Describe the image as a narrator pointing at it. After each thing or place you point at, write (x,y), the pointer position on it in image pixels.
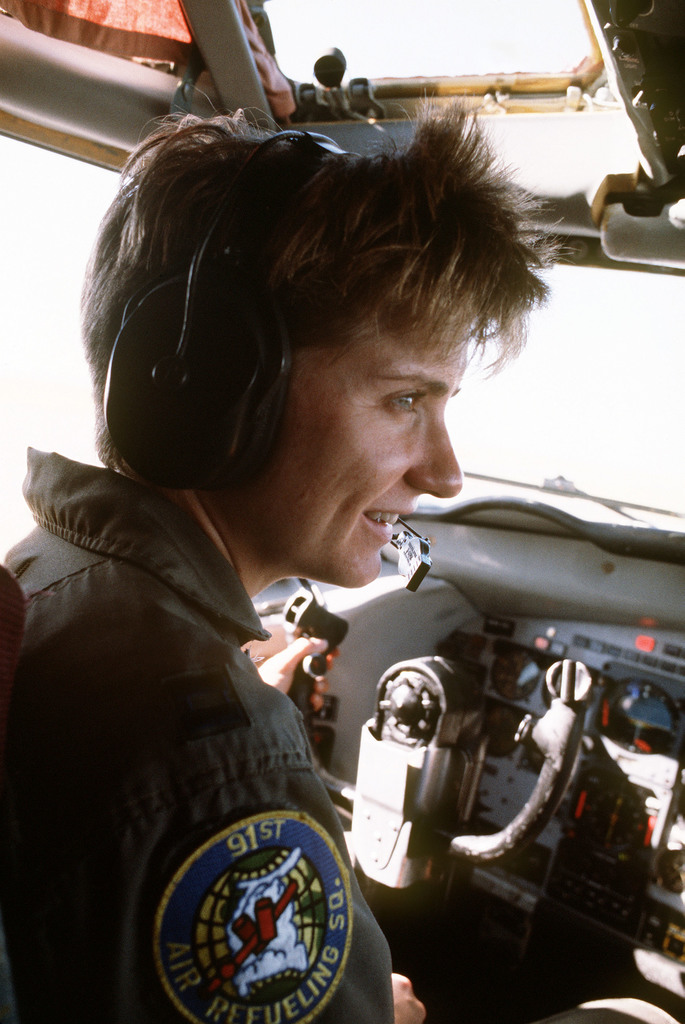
A woman (293,771) is in aircraft (501,850), she wore flight suit (188,784), headset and smiling.
